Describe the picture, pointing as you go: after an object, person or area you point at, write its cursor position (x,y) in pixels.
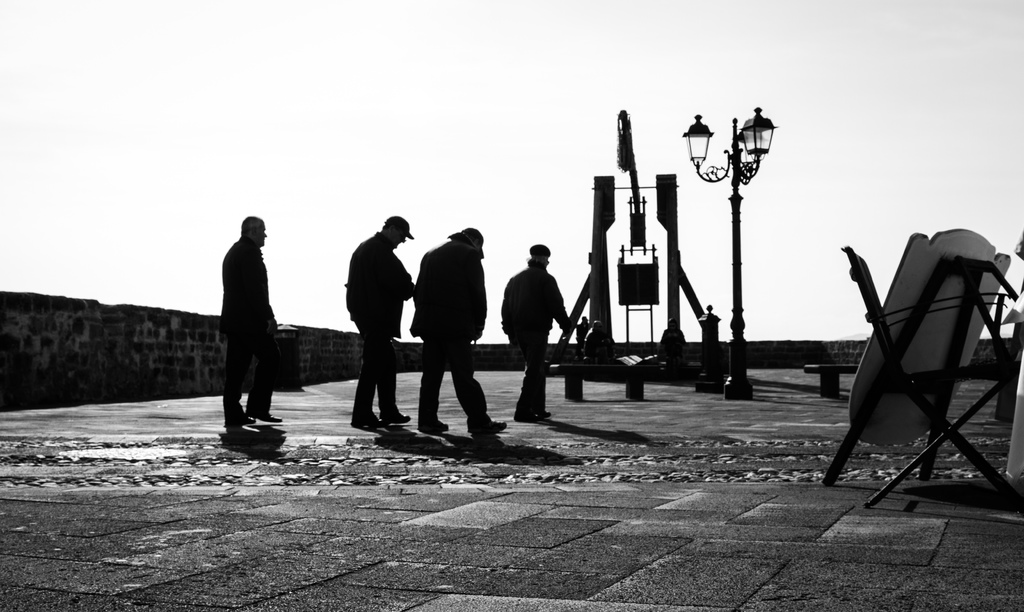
In the center of the image (438,344) we can see people (524,415) walking and there is a pole (733,180). On the right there is a board (899,355). In the background (184,382) there is a wall (332,337) and sky (475,207). We can see a tower (596,291).
